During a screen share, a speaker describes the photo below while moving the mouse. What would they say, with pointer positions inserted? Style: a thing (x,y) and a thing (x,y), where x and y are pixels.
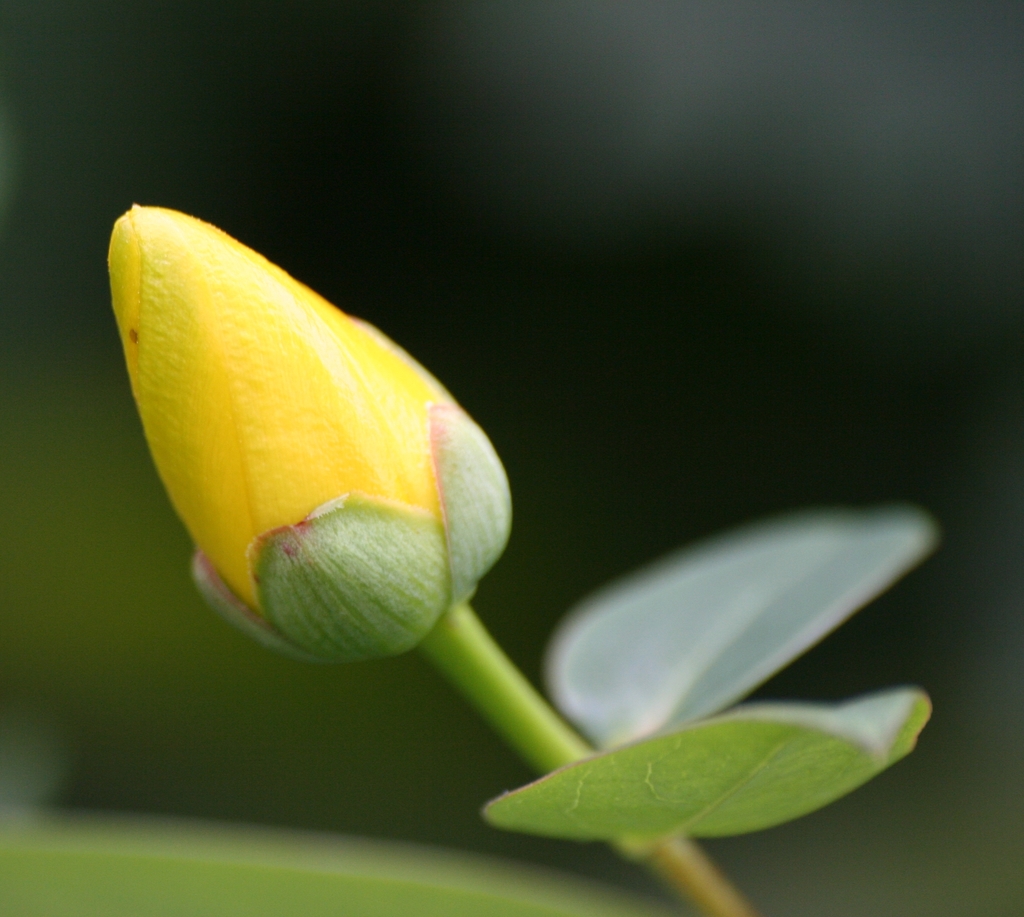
In this image, in the middle (507,530), we can see a bud (319,439). On the right side (736,638), we can see some leaves (851,536). In the background (736,385), we can see green color.
